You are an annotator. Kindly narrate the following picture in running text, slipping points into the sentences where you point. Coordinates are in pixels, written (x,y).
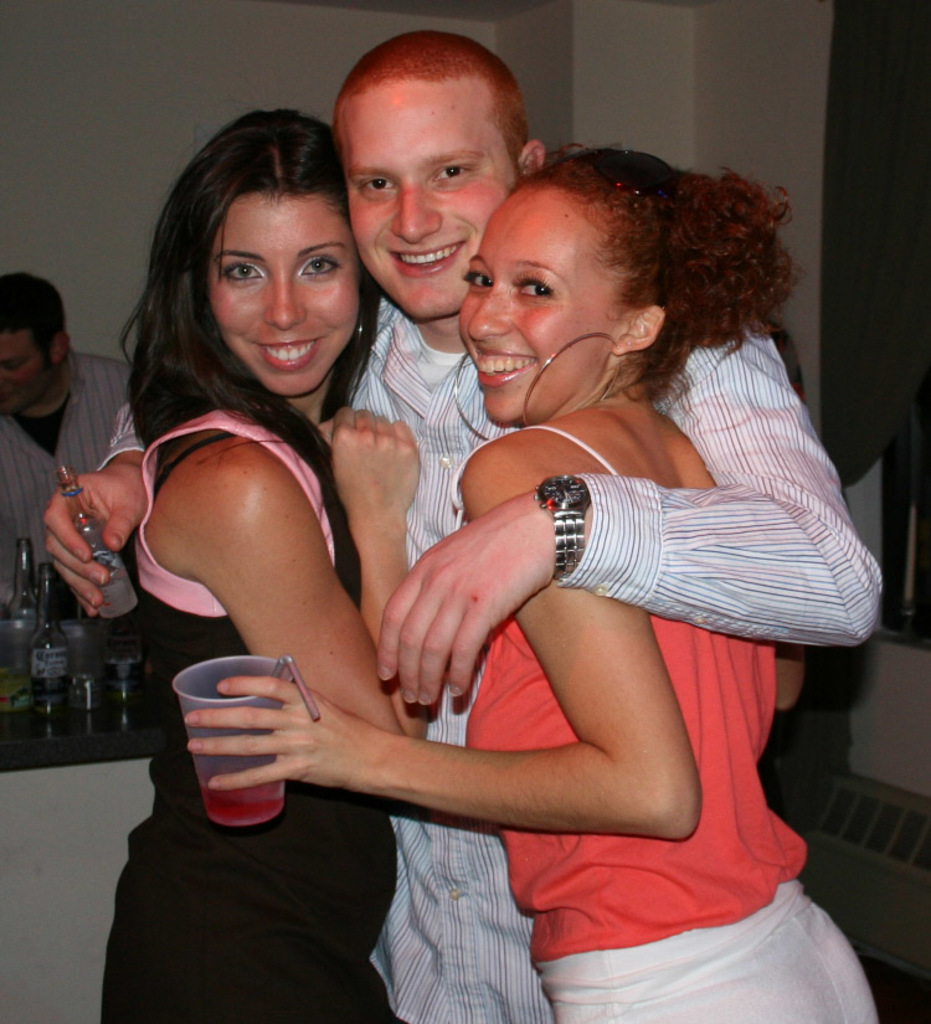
In this image we can see four persons (292,625), among them, two are holding the objects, also we can see a table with some bottles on it and in the background (269,103), we can see the wall (234,93).
